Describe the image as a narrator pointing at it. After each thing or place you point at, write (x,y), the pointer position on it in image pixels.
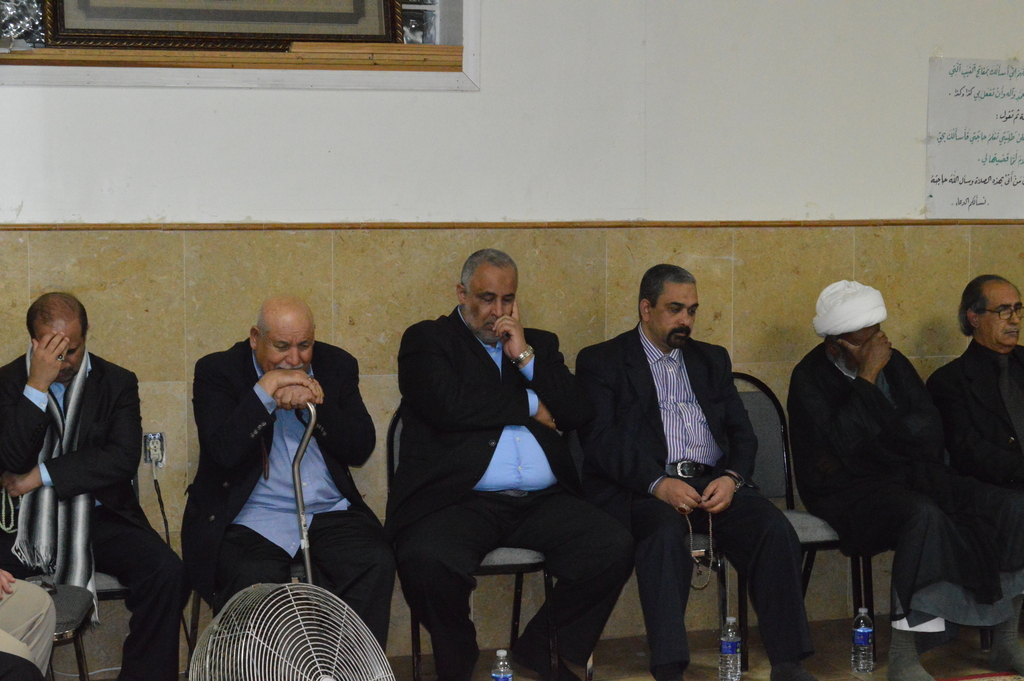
In this image, we can see a group of people (551,532) are sitting on the chairs (807,543). Here a person (341,437) is holding a walking stick (308,549). At the bottom (640,650), there is a floor (626,647), water bottles (856,666), grill (268,663). Background (1004,113) there is a wall (752,240), poster (963,119) and photo frame (214,23).
